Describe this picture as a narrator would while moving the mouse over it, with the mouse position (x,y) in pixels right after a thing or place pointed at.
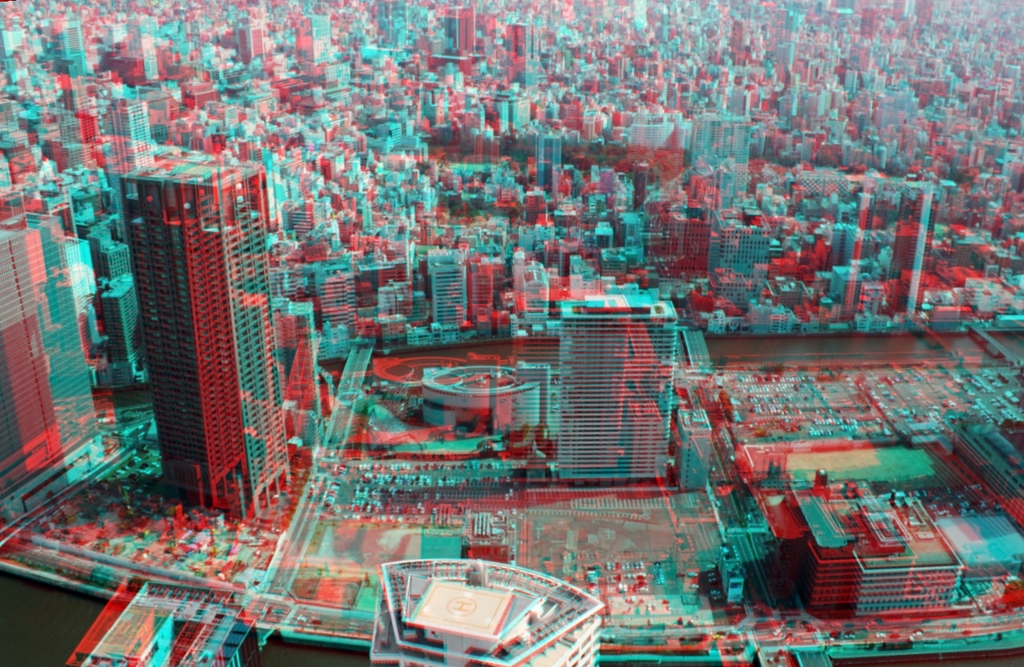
In this image I can see buildings (339,240), towers (622,356), road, trees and vehicles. This image is taken may be during a day.
